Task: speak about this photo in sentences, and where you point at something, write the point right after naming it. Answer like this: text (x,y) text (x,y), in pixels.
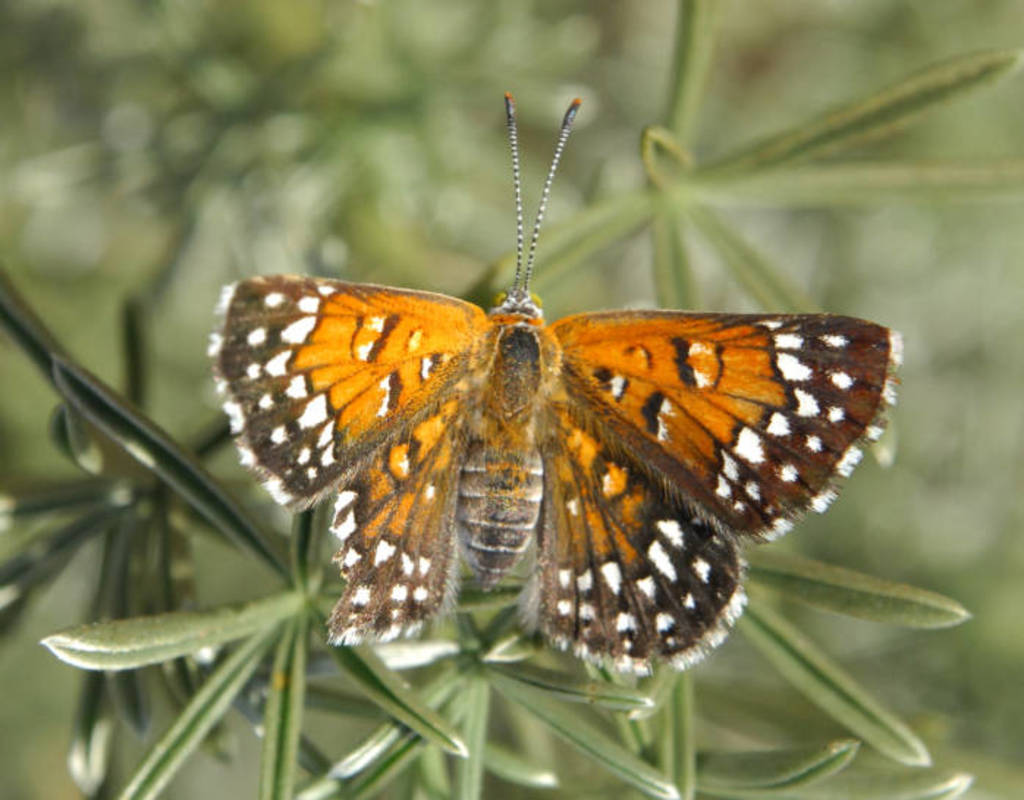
There is a butterfly (628,373) in brown and orange color combination on the leaf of a plant (180,449) which is having green color leaves (224,693). And the background (980,735) is blurred.
